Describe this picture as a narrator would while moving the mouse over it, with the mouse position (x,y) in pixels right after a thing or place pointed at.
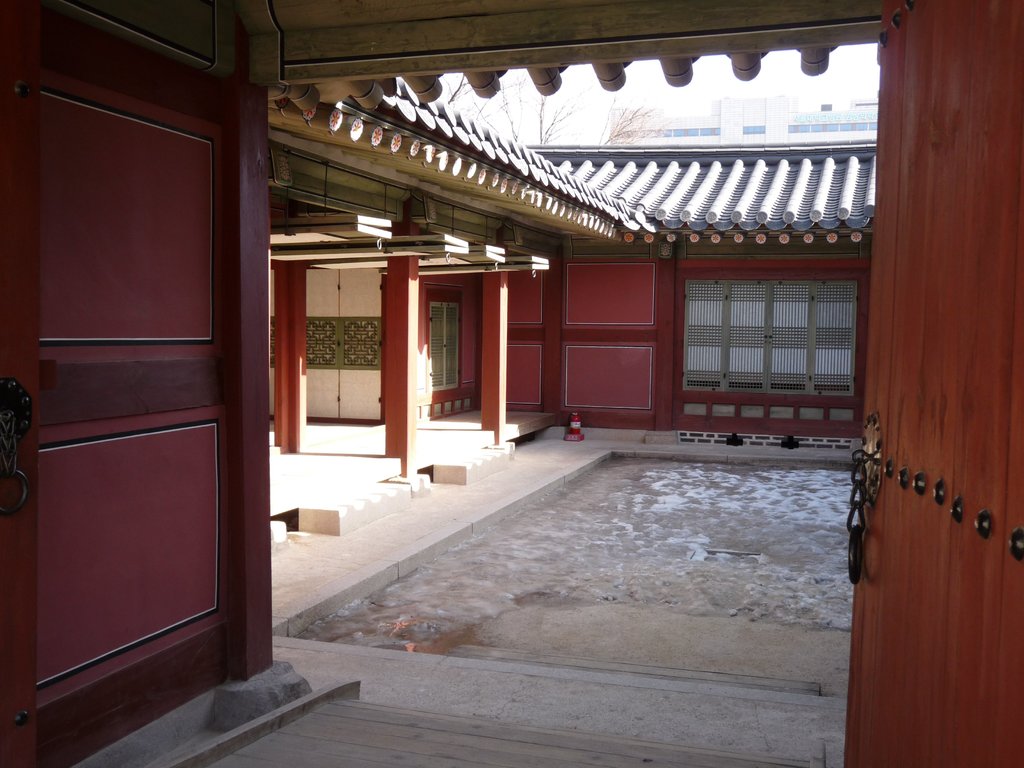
This is the inside picture of a building (433,468). In this image in front (11,268) there is a door (26,554). In the background of the image (566,150) there are trees (643,126) and buildings (758,112).
